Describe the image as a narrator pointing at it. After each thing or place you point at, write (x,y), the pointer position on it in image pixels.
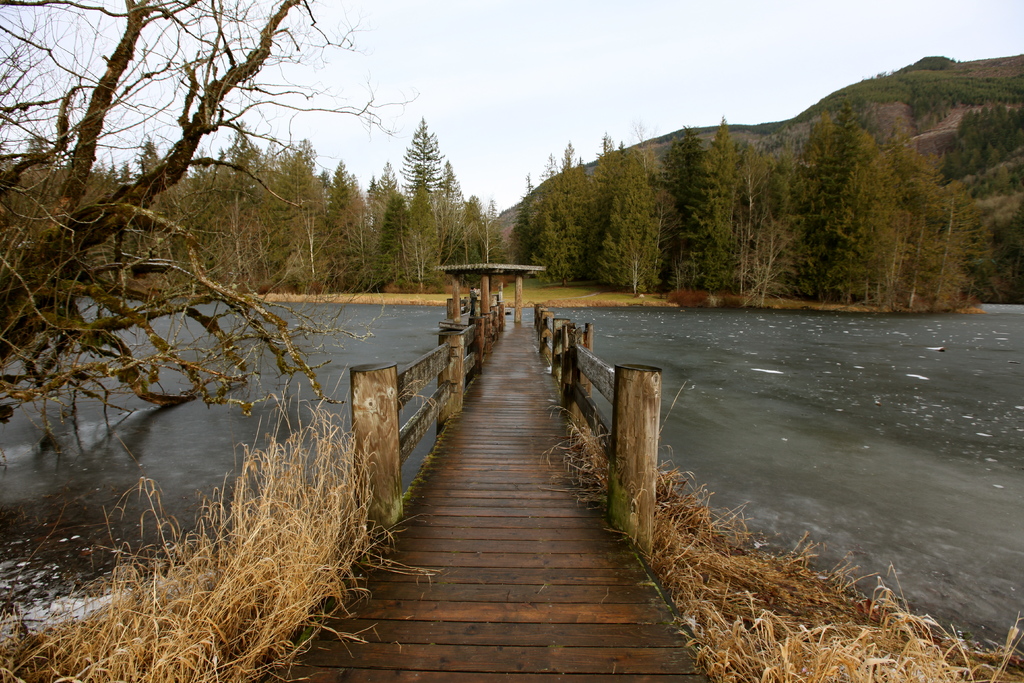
In the center of the image (458,354), we can see a board bridge (602,413) and in the background (410,191), there are trees (450,170), hills (910,130) and some plants (686,509) and there is water (816,370). At the top (486,70), there is sky (486,70).
